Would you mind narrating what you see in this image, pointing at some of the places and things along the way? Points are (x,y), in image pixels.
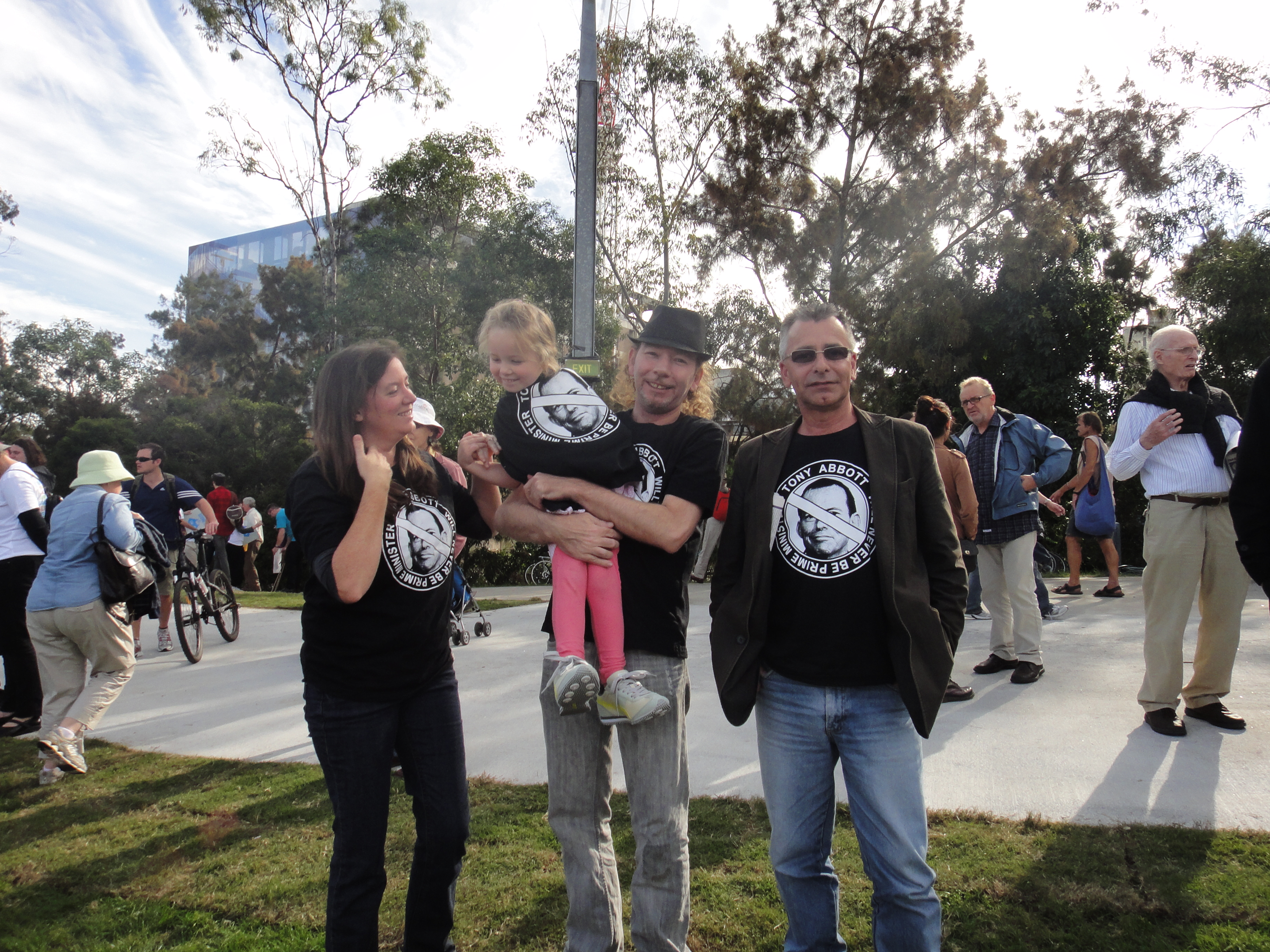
In this picture I can observe some people (854,512) standing on the land (211,683). There are men (892,481) and women (16,475) in this picture. In the background (349,316) there are trees (555,260) and sky (507,59).
